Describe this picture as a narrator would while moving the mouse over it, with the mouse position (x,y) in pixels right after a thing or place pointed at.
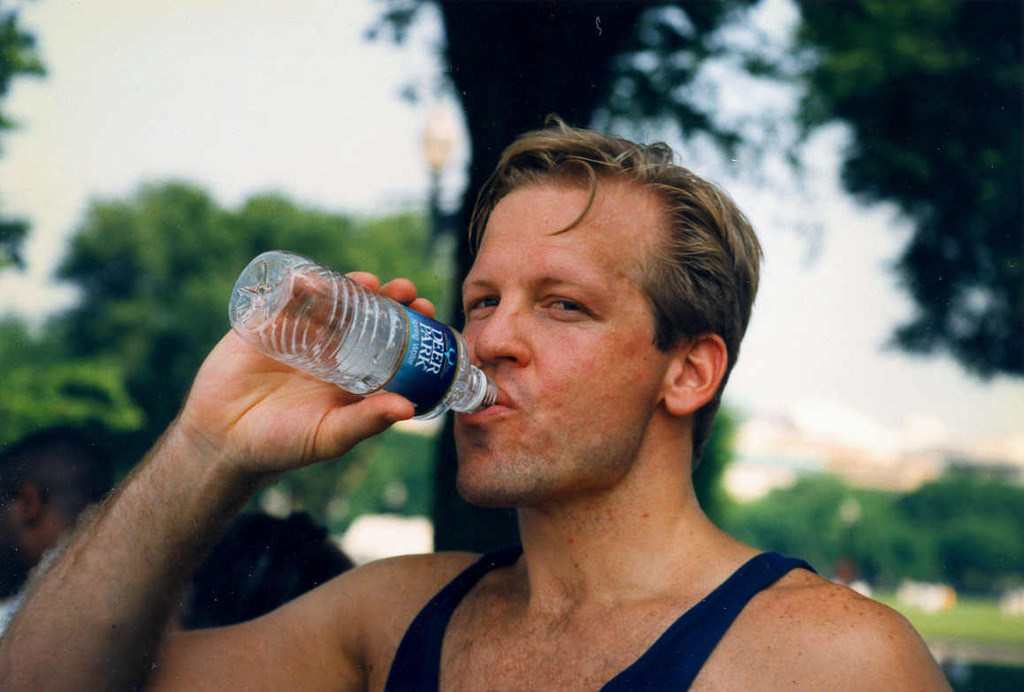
In this picture we can see a man (545,438) in blue shirt (724,600) holding a water bottle (350,335) and drinking water (369,342) and also we can see some plants (829,75) and trees (521,82) around him.
